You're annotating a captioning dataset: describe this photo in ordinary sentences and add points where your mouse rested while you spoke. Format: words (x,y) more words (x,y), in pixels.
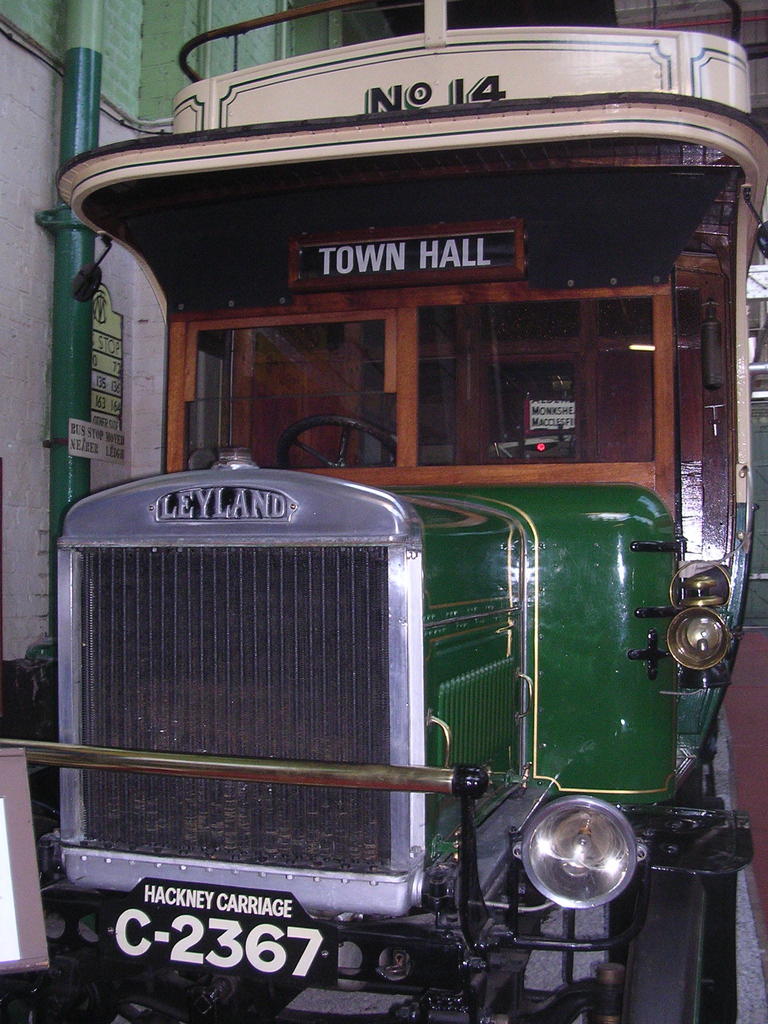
In this image I can see a vehicle (418,937). On the right side (754,725) there is a platform (757,692). On the left side (59,315) there is a pole (74,310) attached to the wall (22,264). To this vehicle (283,189) few name boards (376,258) are attached.
